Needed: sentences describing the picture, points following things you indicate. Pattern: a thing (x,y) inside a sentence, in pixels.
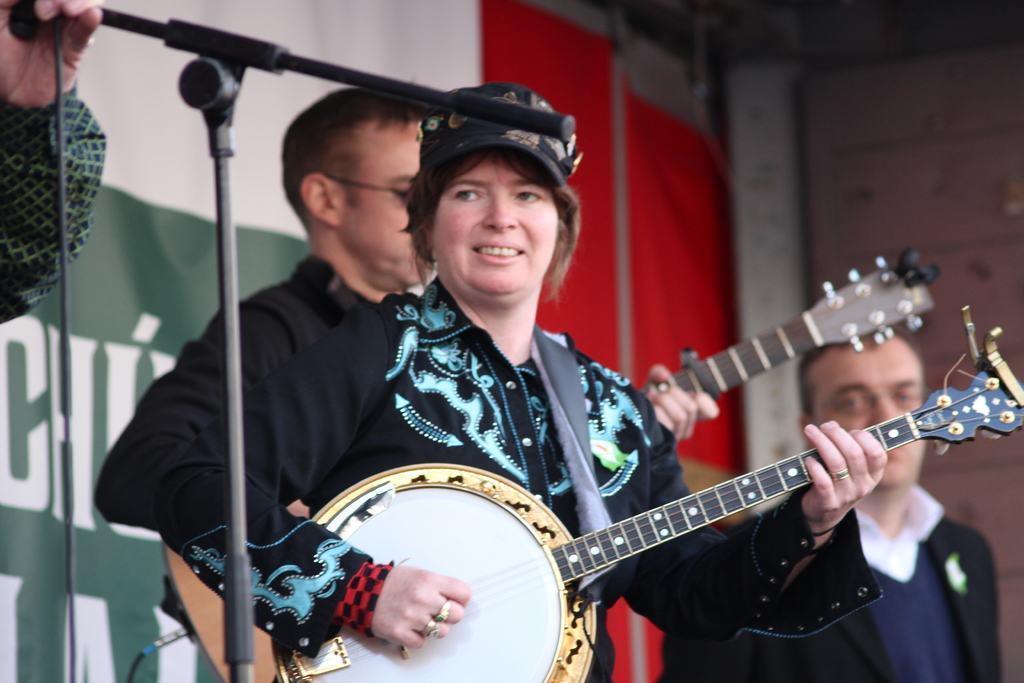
In this picture there is a woman (488,135) who is wearing cap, black shirt (487,420), finger rings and holding a banjo (570,664). Beside her there is a man (362,152) who is wearing spectacle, black dress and playing a guitar (738,369). On the right (965,619) there is a man (861,392) who is wearing blazer (968,606), shirt (877,554) and spectacle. He is standing near to the red cloth (720,398). On the left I can see the person's hand (27,65) who is holding the mic (141,26). In the back (170,179) there is a banner (139,286).
